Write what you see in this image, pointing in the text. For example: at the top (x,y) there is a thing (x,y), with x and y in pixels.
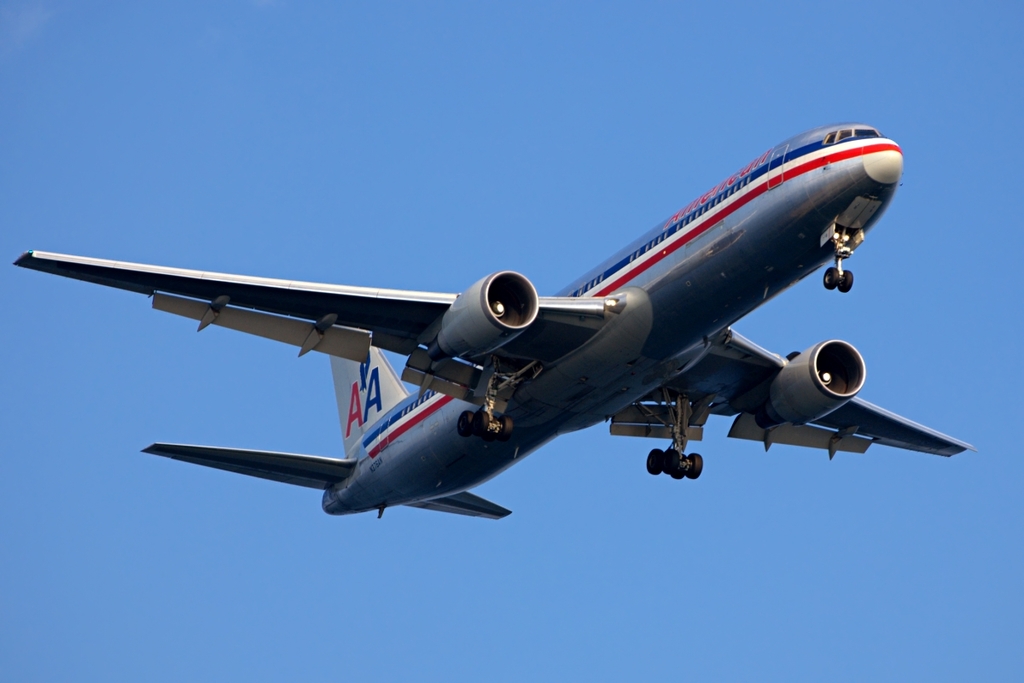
In the image we can see there is an aeroplane (606,331) in the sky (37,242).
